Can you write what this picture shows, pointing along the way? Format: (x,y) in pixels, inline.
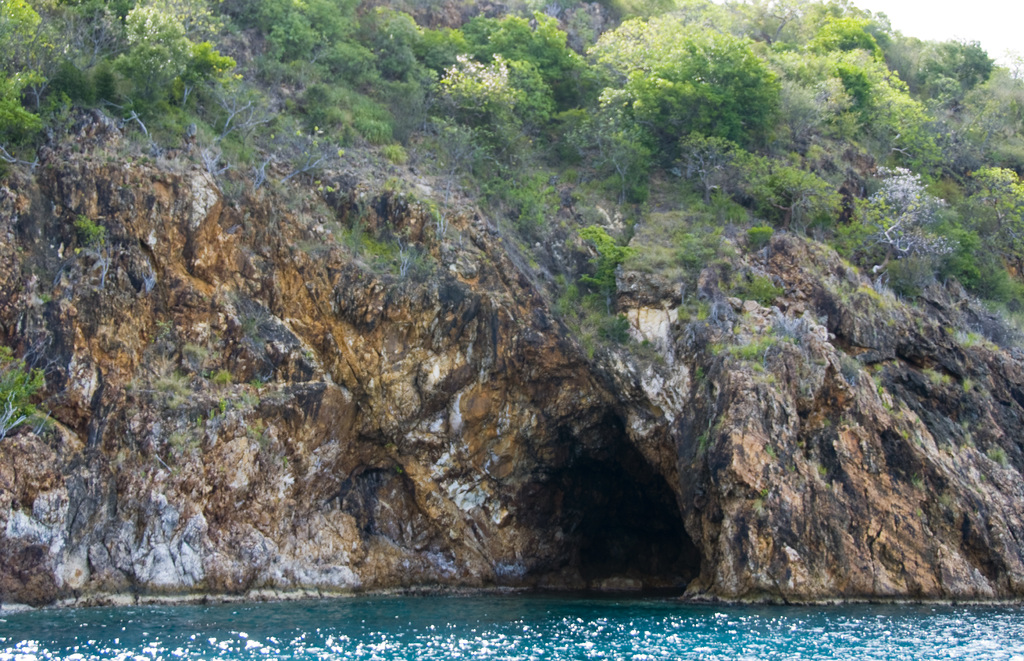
In this image we can see a sea (385,642). There is a cave (628,542) and a hill (735,551) in the image. There are many trees (567,84) in the image.
